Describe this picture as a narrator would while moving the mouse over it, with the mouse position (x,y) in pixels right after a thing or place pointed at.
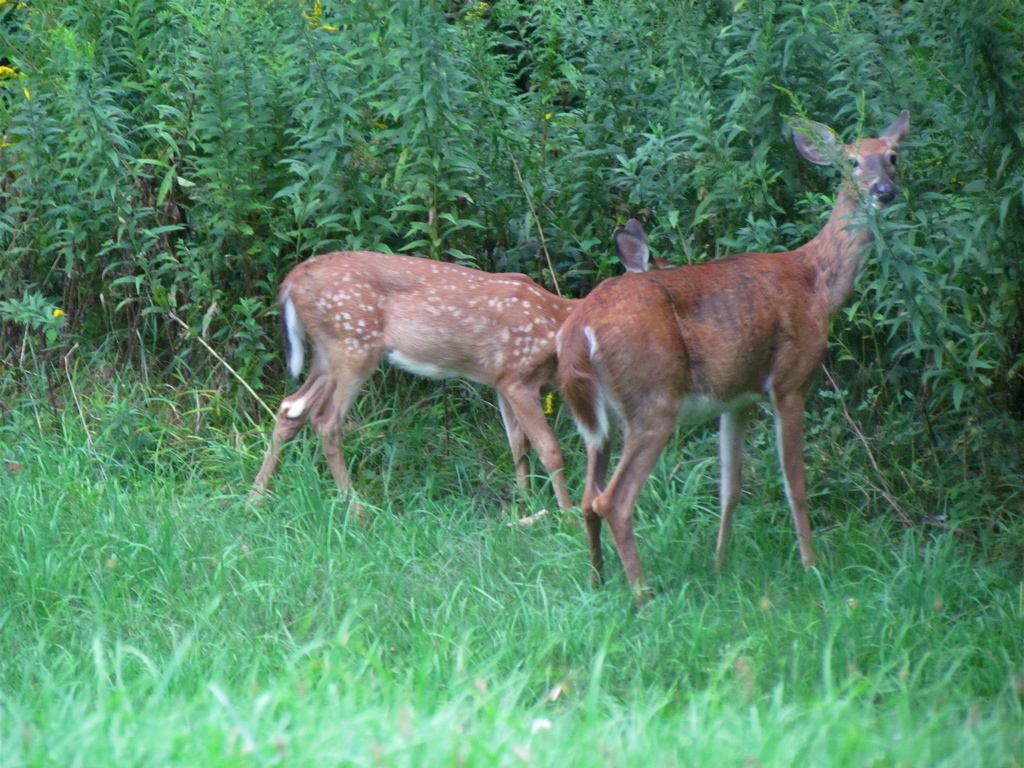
In this image we can see two deer (669,288) are standing on the grass (157,662). In the background (425,179) we can see plants (708,113).
